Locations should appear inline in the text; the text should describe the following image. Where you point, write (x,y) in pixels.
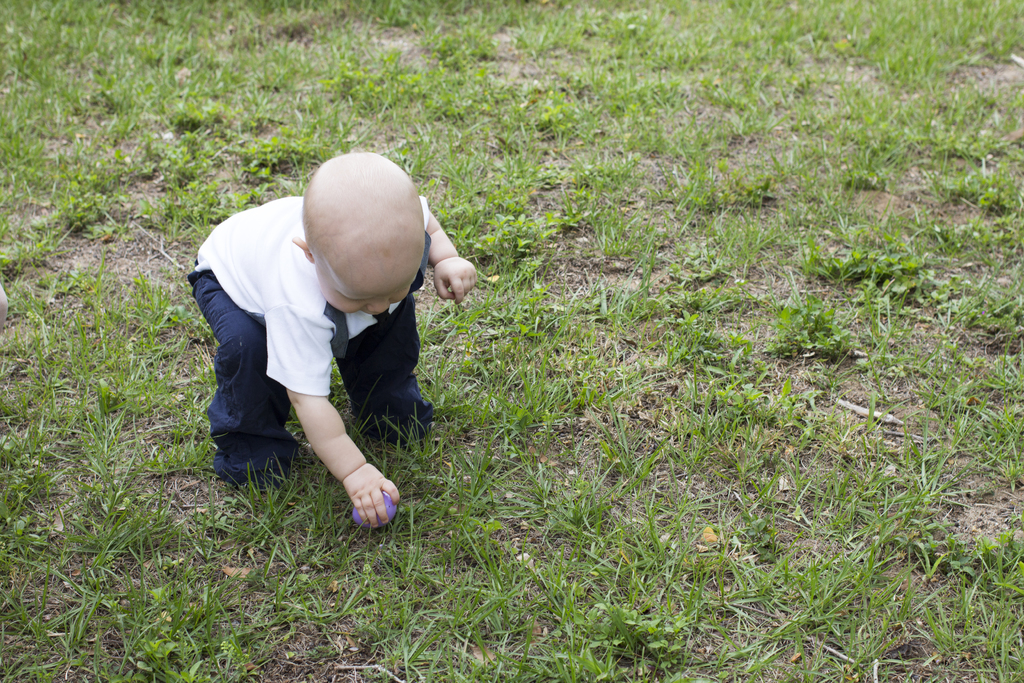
In this picture we can see a child (221,422) on the ground (175,402), this child (241,468) is holding a ball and in the background (698,334) we can see the grass (761,216).
